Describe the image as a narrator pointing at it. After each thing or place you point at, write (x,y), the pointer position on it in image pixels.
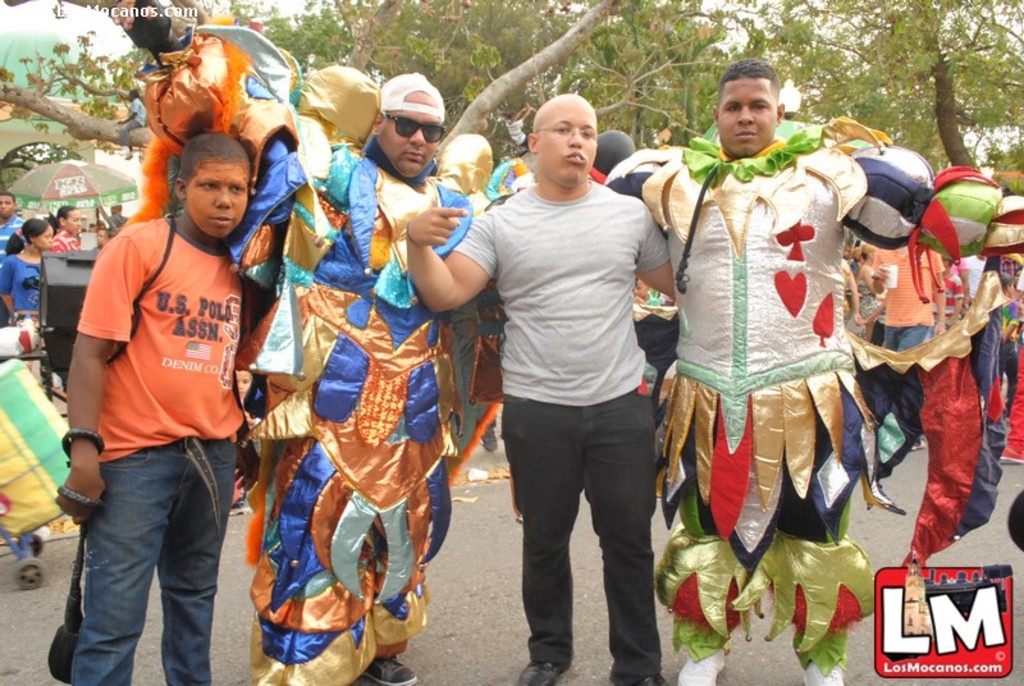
In this picture we can observe some people (521,280) standing on the road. We can observe two men (402,311) with costumes (671,348). In the background (40,237) there are some people (22,260) standing. One of them was wearing a cap (409,107) and spectacles (402,125). We can observe trees (615,59) and a sky (818,49) in the background (563,43).
